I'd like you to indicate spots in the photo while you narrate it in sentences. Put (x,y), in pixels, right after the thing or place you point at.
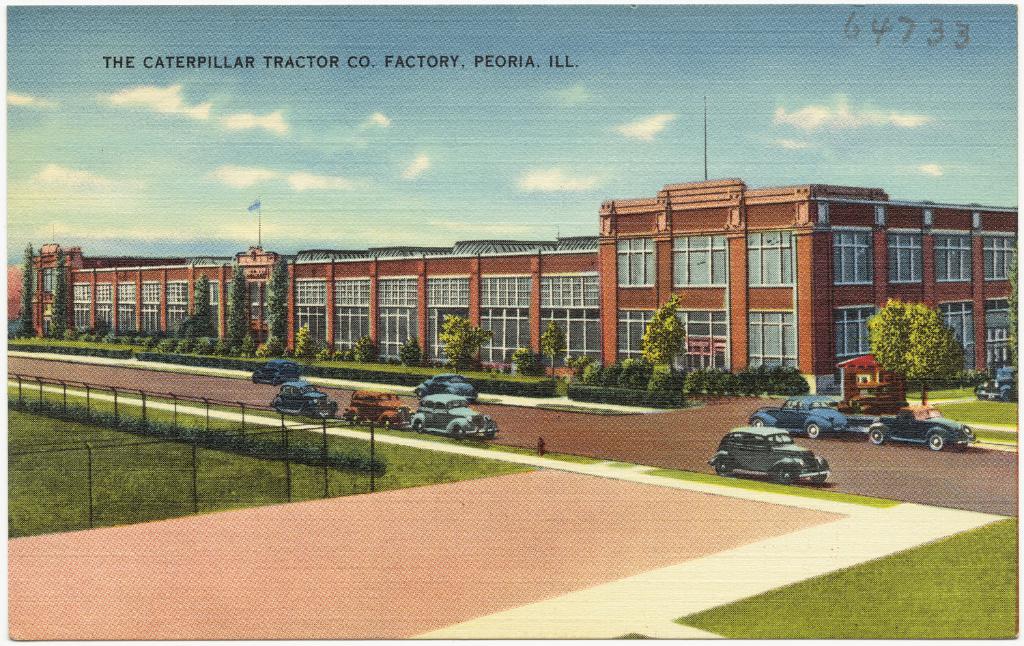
In this image in the center (537,295) there are buildings (634,316), trees (64,324), plants (634,372) and some vehicles (483,431). At the bottom (345,515) there is walkway (320,589) grass (142,489) and fence (218,417), on the building (270,258) there are some poles (259,244) and flag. At the top (258,114) there is sky (180,86) and at the top of the image (116,63) there is text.
